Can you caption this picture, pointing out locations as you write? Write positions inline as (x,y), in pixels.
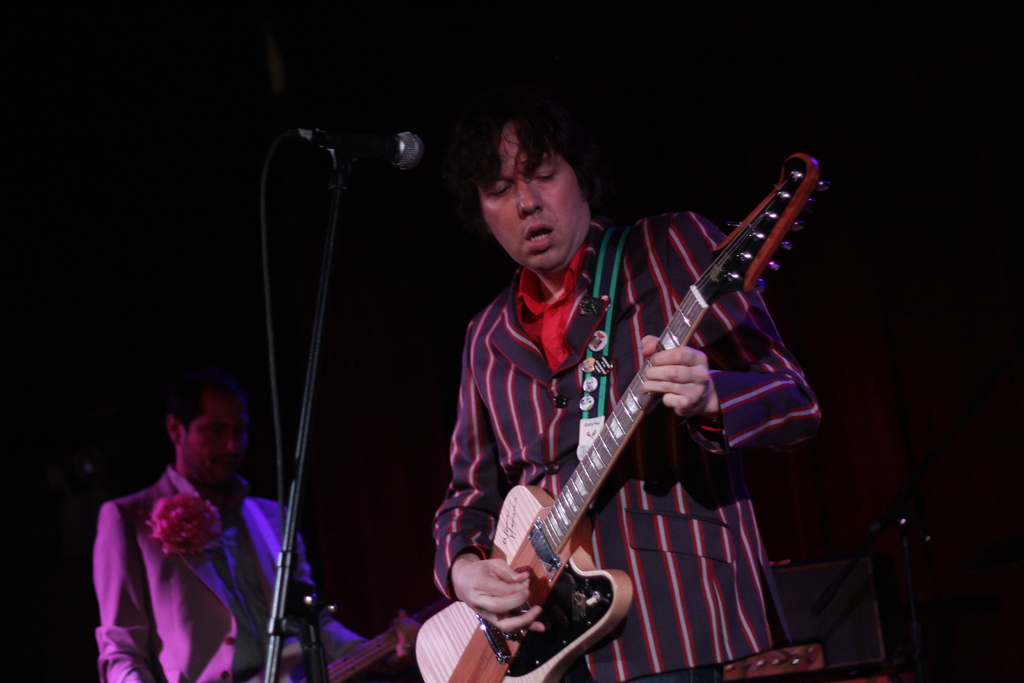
In this image I can see two men (144,626) are standing and holding guitars (435,626). I can also see both of them are wearing blazers (615,397). Here I can see a mic (396,135) in front of him.
